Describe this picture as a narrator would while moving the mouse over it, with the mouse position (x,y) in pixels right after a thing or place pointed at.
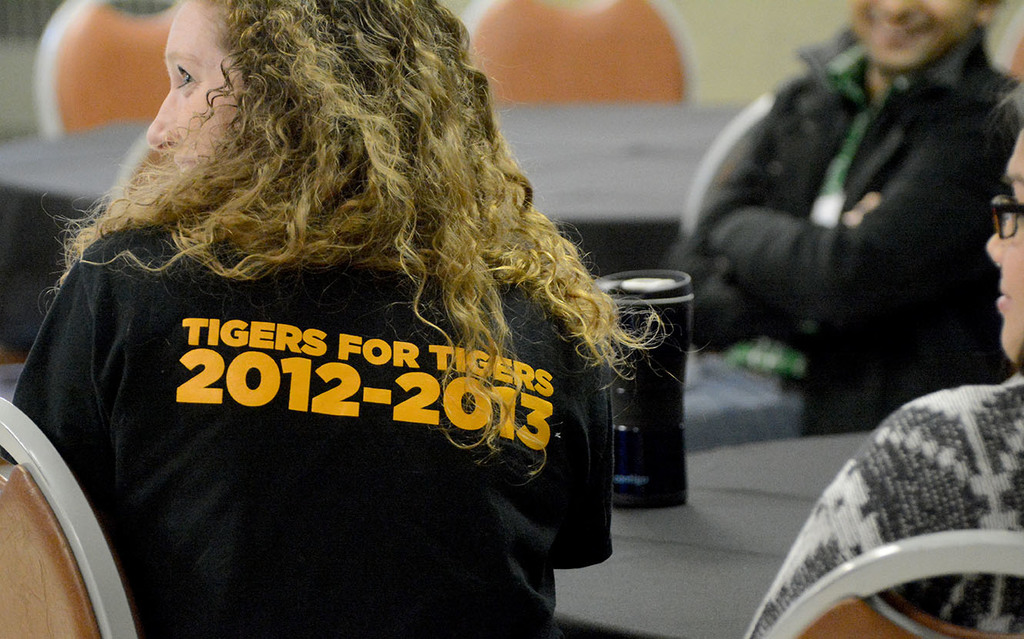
Here people (849,390) are sitting on the chairs (96,538), this is bottle (647,479).
